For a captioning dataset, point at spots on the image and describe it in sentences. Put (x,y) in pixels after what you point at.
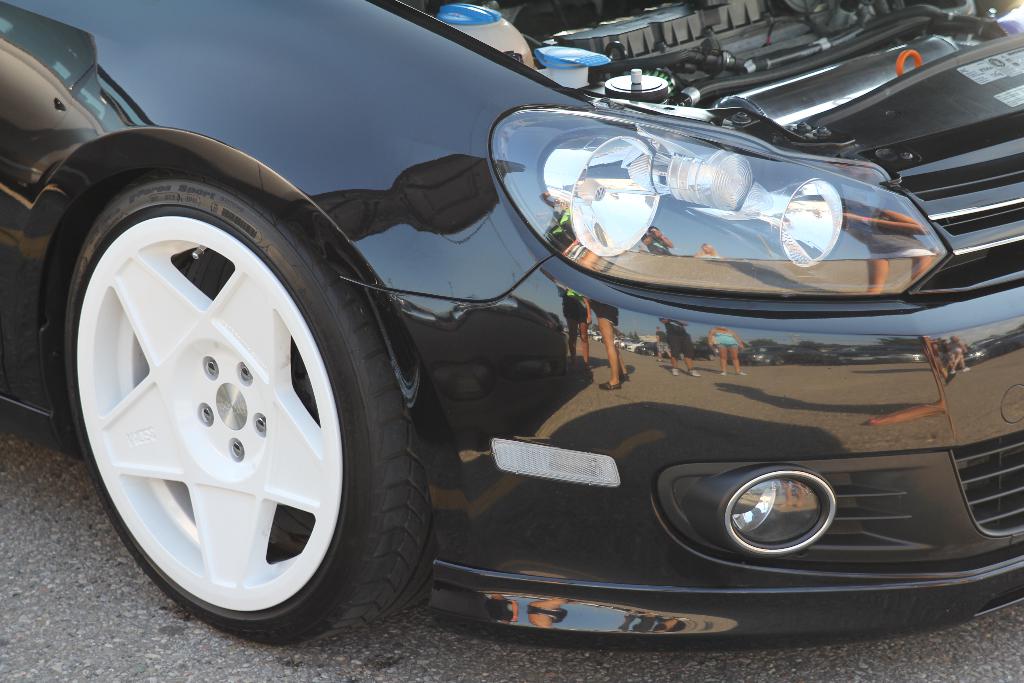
In this image I can see in the middle (370,442) there is a car (365,276) in black color, on this car (780,223) there is a reflected image (691,328) of few persons (719,341).
